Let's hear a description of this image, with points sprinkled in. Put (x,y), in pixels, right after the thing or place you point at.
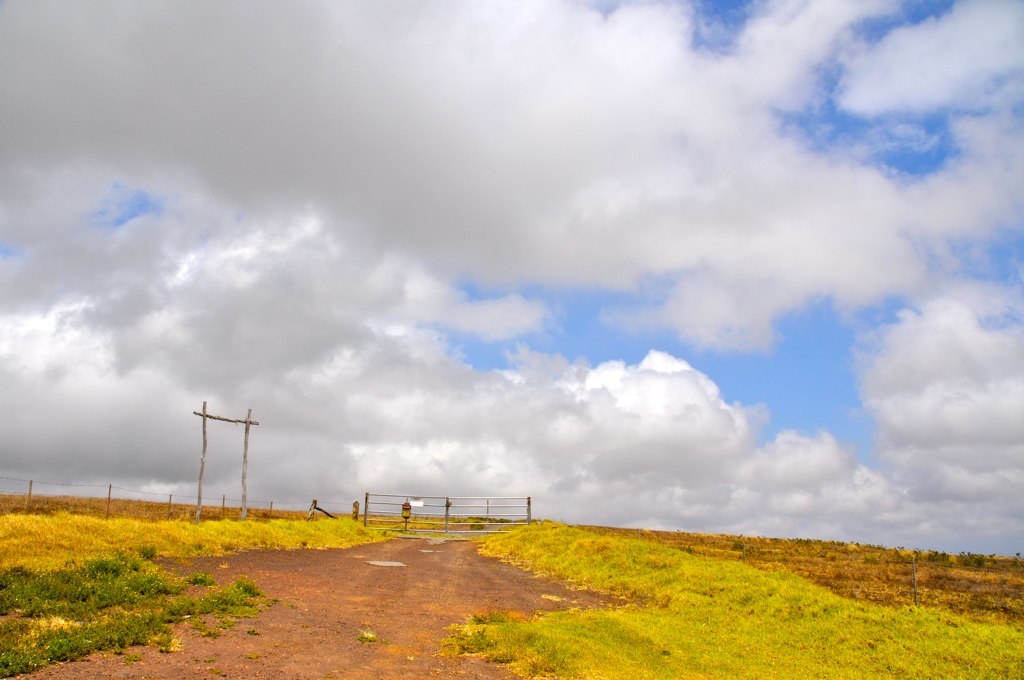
In this image there is the sky (538,211), there are clouds (445,201) in the sky (408,219), there is fencing (271,502), there is board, there is grass (739,566), there is grass (755,621) truncated towards the bottom of the image (633,653), there is grass (29,570) truncated towards the left of the image (98,551).
